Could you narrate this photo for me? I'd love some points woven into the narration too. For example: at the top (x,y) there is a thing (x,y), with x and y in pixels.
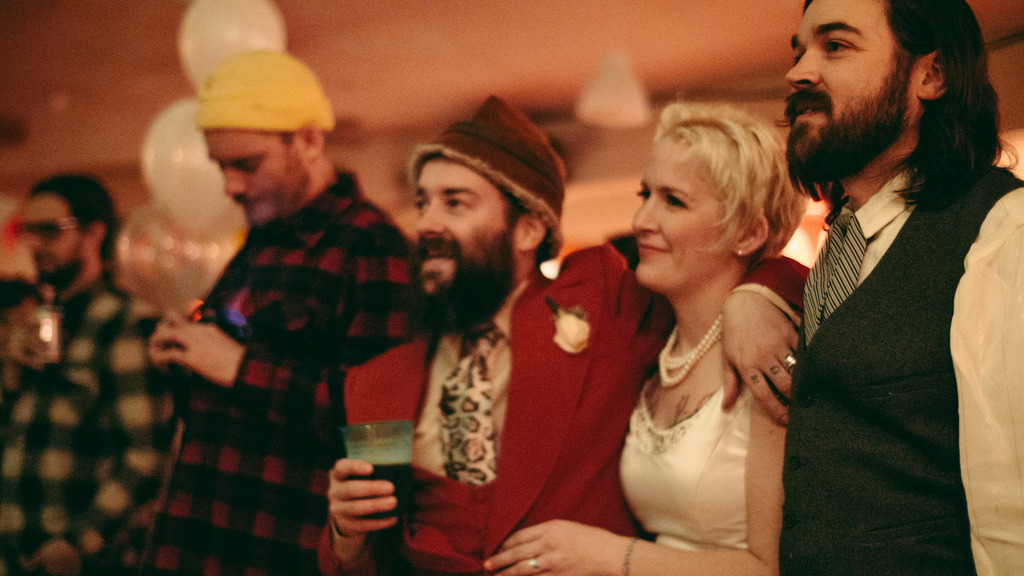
In this image, we can see persons (784,165) wearing clothes (388,359). There is a person (447,330) in the middle of the image (458,379) holding a glass (396,446) with his hand (392,486). There are balloons (171,160) in the top left of the image (179,101). In the background (502,20), image is blurred.
